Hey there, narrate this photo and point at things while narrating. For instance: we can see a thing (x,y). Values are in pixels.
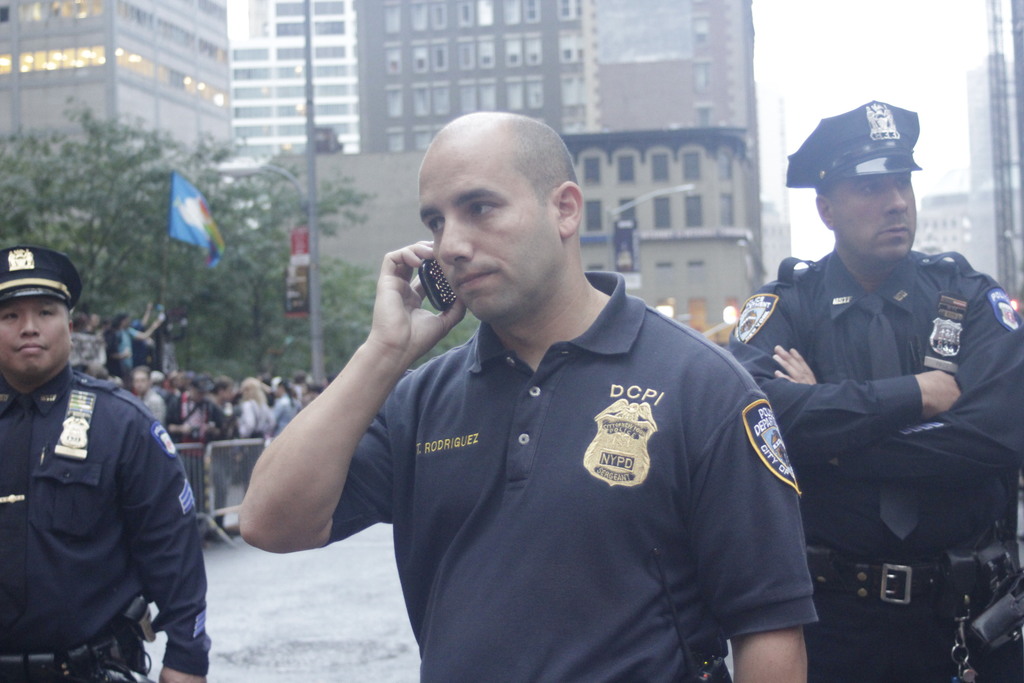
In this picture I can observe three members (535,437). Two of them are wearing caps (829,175) on their heads (32,284). In the background (252,426) there are some people (203,426) behind the railing (192,446). I can observe some trees (164,187) and buildings (367,65) in the background (637,141).
